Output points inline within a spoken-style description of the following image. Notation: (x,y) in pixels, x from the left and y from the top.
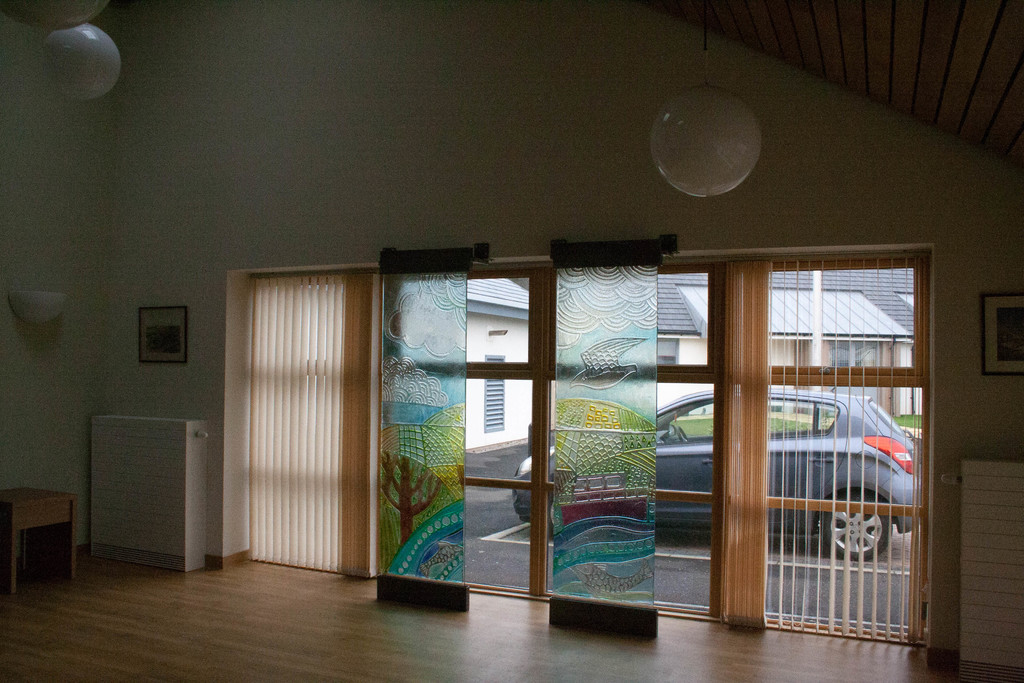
In this image we can see the inner view of a room (227,630). In the room (193,511) there are wall hangings (178,341) attached to the wall (187,376), cupboard (159,482) and a side table (53,512). There are curtains (320,317) to the window (514,371). Outside the room (569,211) we can see buildings (832,301), car (711,463) parked on the road (668,556) and ground (707,553).
